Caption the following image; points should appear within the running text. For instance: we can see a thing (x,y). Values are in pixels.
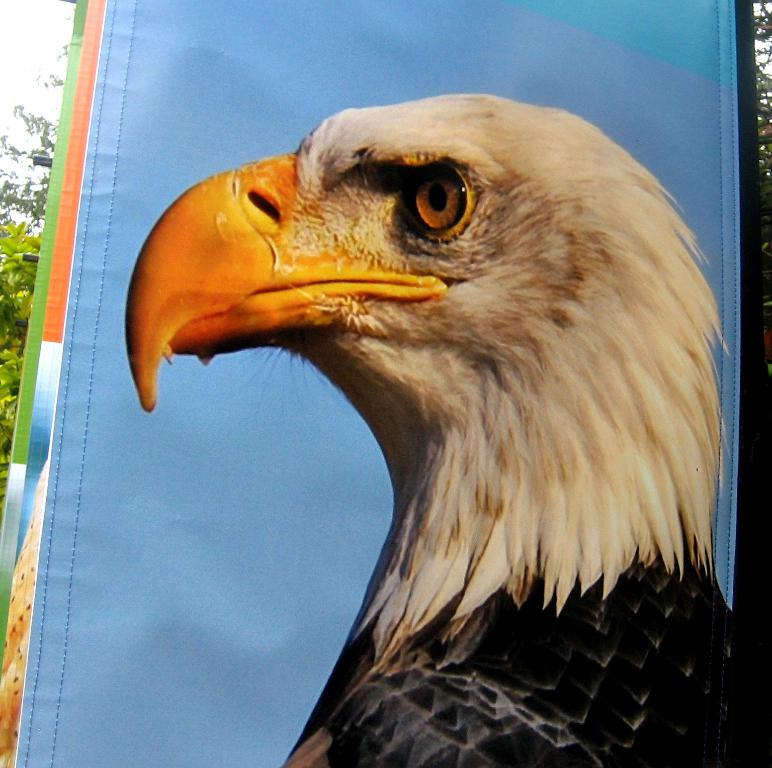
The picture consists of a banner (714,388). In the banner (356,237) there is an eagle (385,294), behind the banner (82,271) there are trees (759,76).
